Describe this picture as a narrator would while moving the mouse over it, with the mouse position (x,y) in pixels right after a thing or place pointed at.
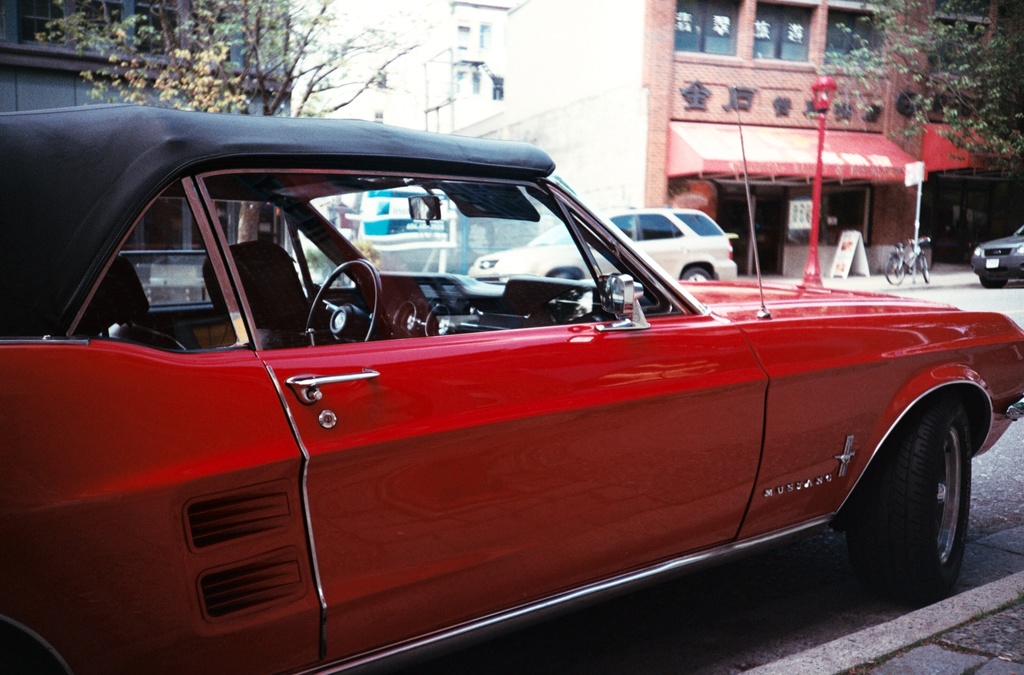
In this image we can see group of vehicles (968,323) parked on the road (930,294). IN the background (1023,199) we can see trees (276,47), buildings (698,129), pole (820,190).
